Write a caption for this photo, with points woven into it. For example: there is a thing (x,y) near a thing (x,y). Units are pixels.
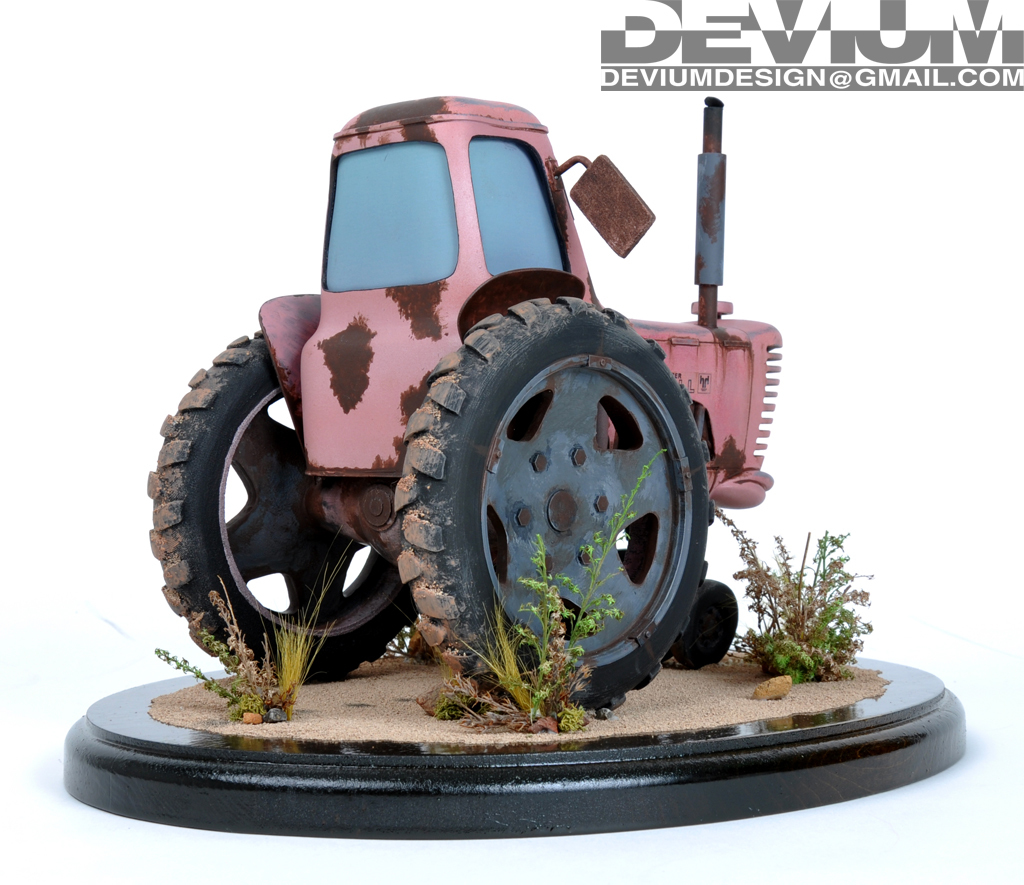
This picture looks like a toy tractor (639,442) and I can see plants (559,662) and text (709,36) at the top right corner of the picture (815,55).
